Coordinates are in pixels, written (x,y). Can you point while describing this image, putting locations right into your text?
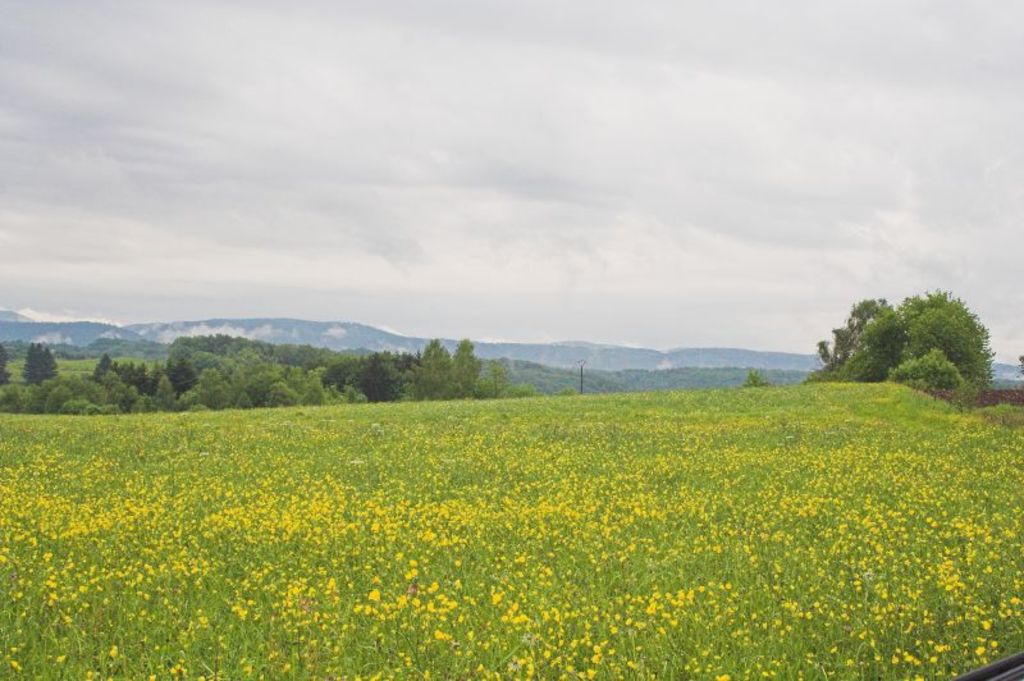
This image is taken outdoors. At the top of the image (175,191) there is a sky (675,182) with clouds (879,143). In the background (493,356) there are a few hills (48,335). In the middle of the image (366,356) there are many plants (320,373) and trees (880,355). At the bottom of the image (858,640) there are many plants (468,507) with yellow colored flowers (260,499).
